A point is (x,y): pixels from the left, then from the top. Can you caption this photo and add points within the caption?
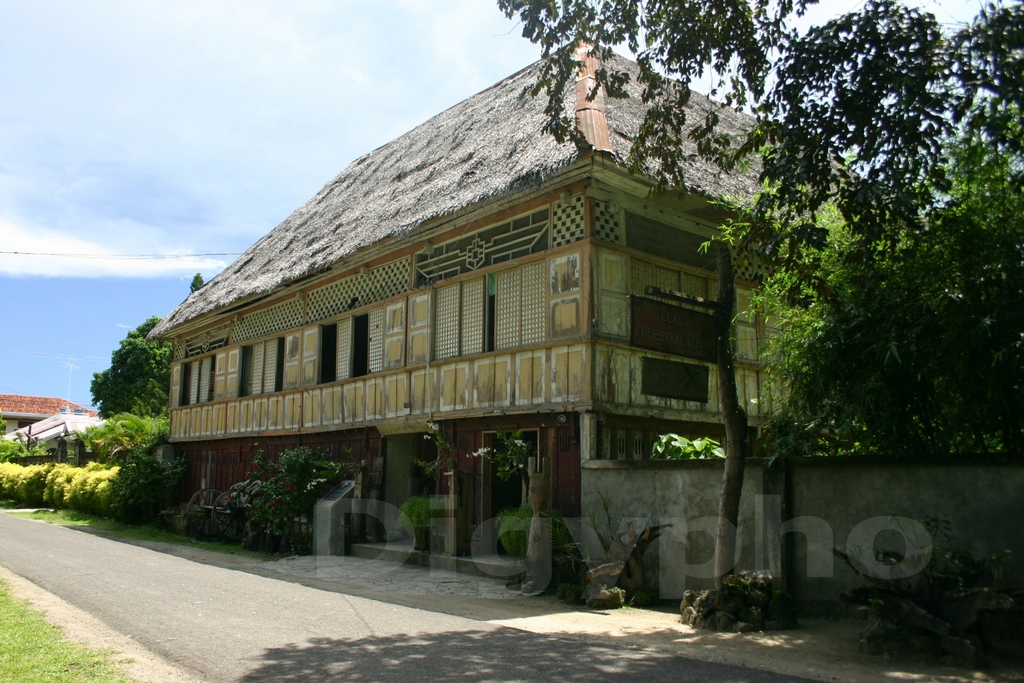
In the image we can see there is a ground (27,639) covered with grass (146,528) and there are plants (307,459) on the ground (14,631). There are lot of trees (932,382) and buildings (499,351). There are buildings (379,326) in the shape of hut and there is a dry leaves roof (459,148) on the building (387,206).
